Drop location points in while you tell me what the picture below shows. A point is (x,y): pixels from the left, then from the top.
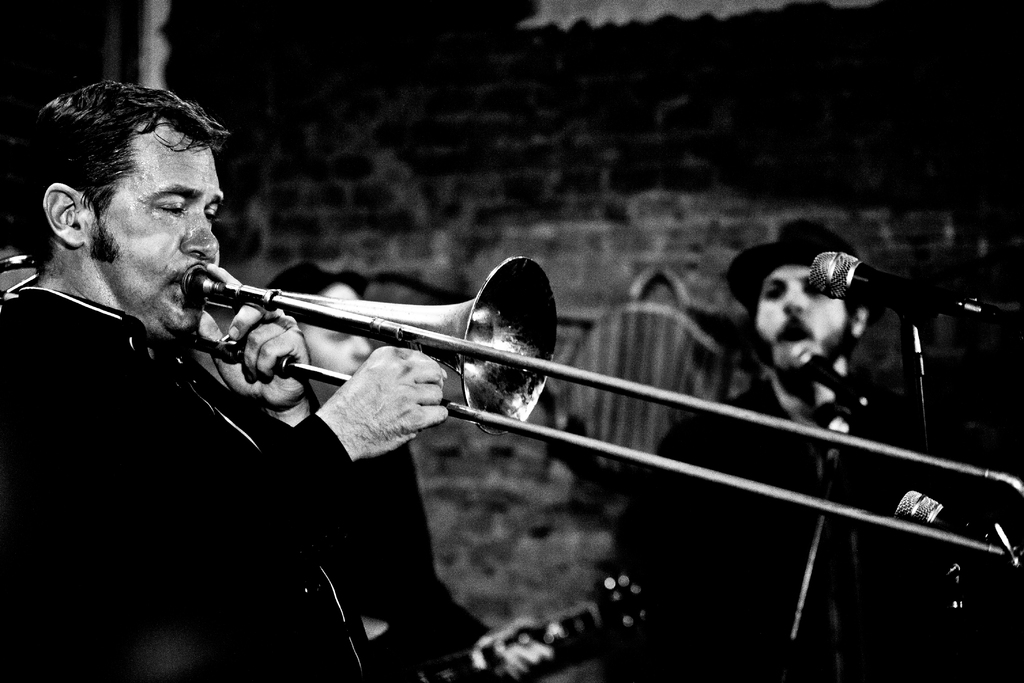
It is a black and white picture. In this picture I can see people (828,414). Among them two people (245,414) are playing musical instruments (218,353). On the right side of the image (747,530) I can see a person (804,329) and mics (842,297). In the background of the image (766,180) it is blurry.
